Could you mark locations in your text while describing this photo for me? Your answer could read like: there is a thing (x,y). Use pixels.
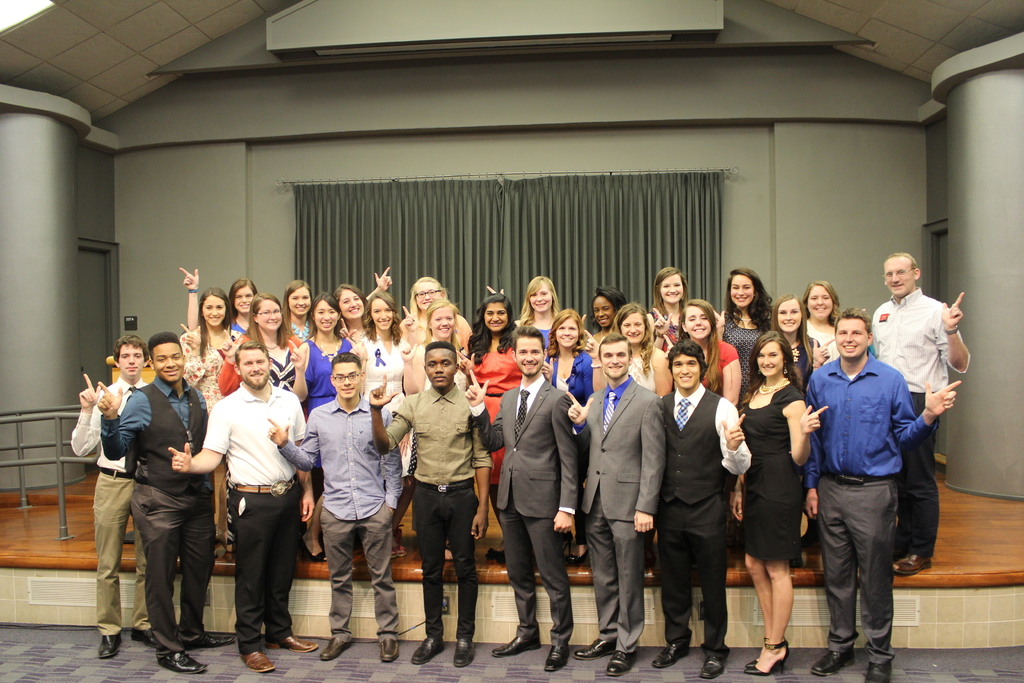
In this image we can see a group of people (629,328) standing on the floor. They are all smiling. In the background (437,263), we can see the curtain (417,261).
